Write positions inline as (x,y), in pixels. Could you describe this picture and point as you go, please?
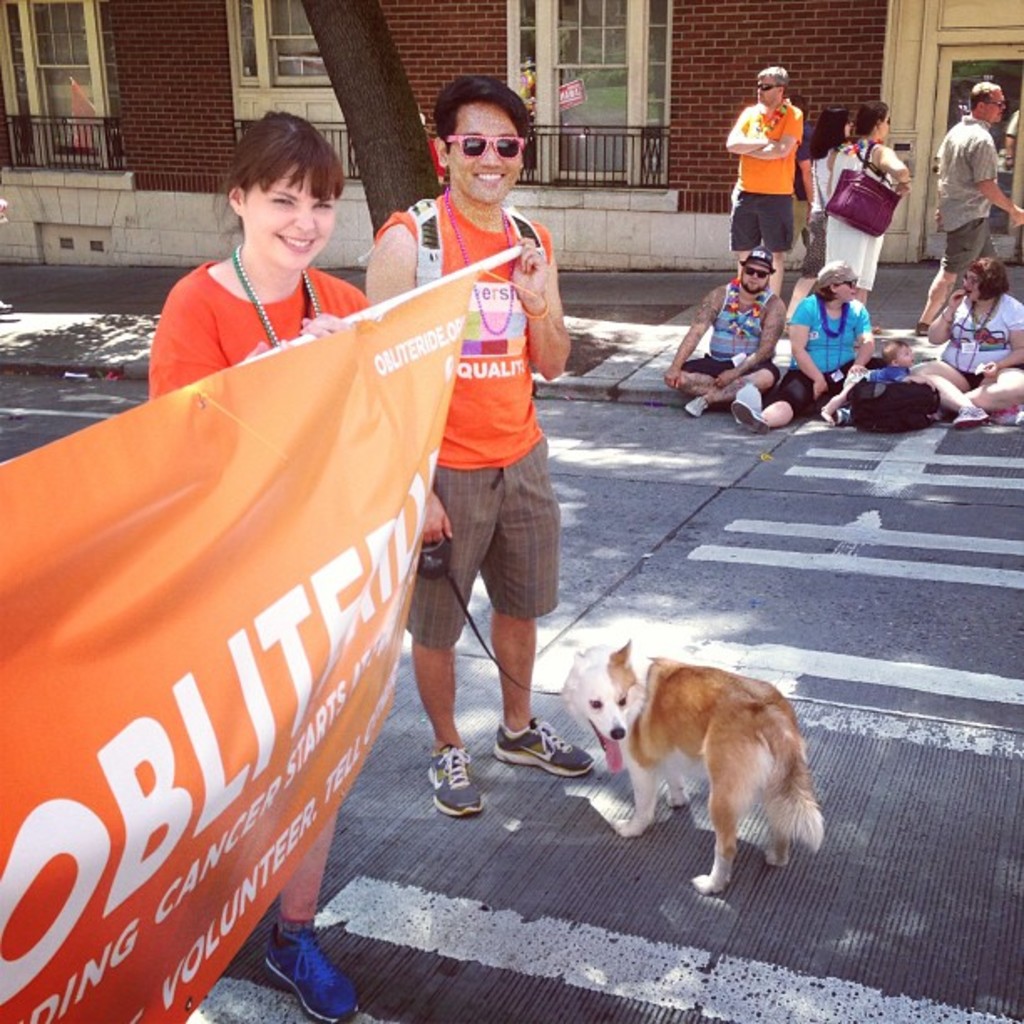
In the image in the center (496,383) we can see two persons (480,316) were standing and holding banner (298,727) and they were smiling, which we can see on their faces (459,170). And the man (497,492) is holding belt (491,655), which is tied to the dog (624,705). In the background (770,94) we can see building (809,44), wall (832,29), glass (23,74), door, tree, bags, few peoples (770,74) were standing and few peoples (983,353) were sitting.
